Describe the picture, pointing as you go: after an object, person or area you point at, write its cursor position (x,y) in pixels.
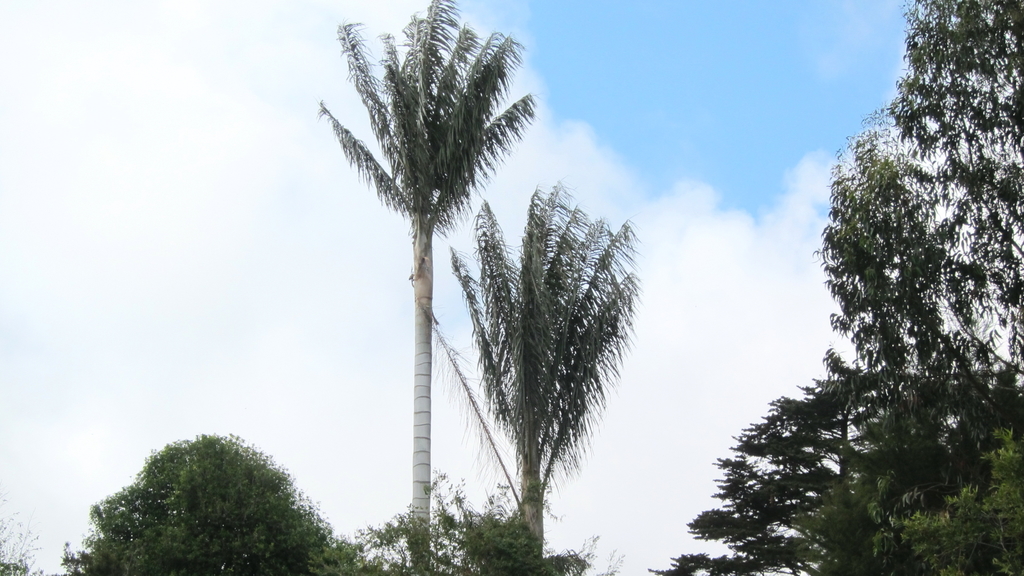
In the image we can see trees (856,493) and the cloudy pale blue sky (711,212).
